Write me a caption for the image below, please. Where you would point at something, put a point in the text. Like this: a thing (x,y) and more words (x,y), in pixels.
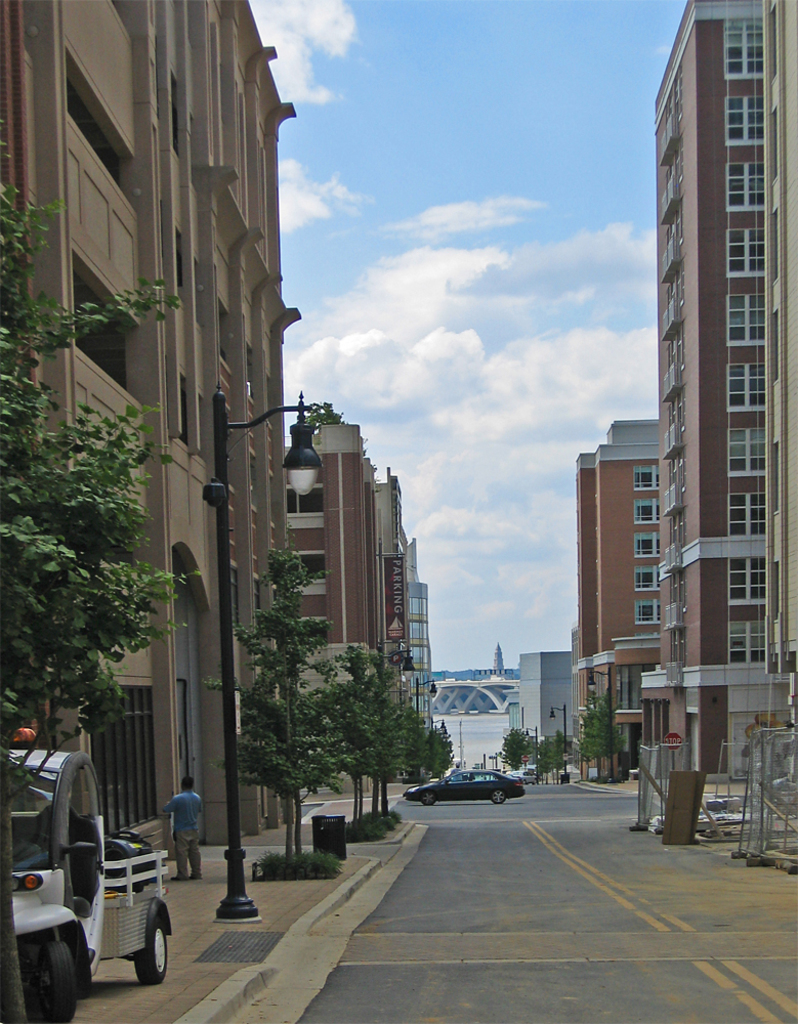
In this image we can see a man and a vehicle (150,934) on the footpath (177,897). We can also see a car (422,798) on the road (547,928), a trash bin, some street poles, a signboard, trees (268,725), plants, the metal fence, some buildings (158,741) with windows (142,699) and the sky (542,384) which looks cloudy.
